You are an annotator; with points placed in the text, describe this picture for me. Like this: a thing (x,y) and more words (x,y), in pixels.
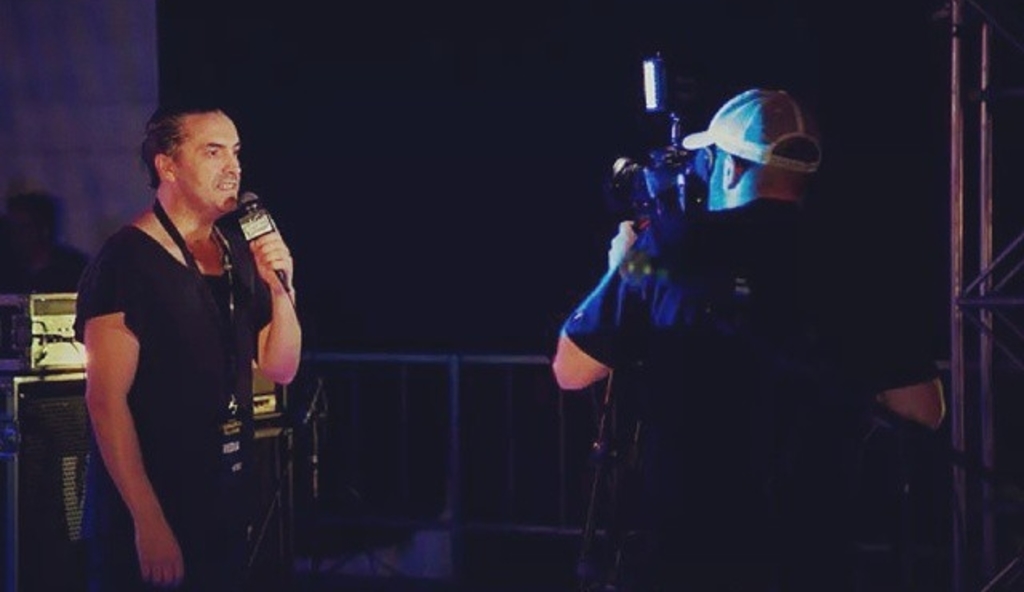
In this image we can see persons (249,317), microphone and other objects (67,505). In the background of the image (478,403) there are some iron objects (448,487) and other objects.
